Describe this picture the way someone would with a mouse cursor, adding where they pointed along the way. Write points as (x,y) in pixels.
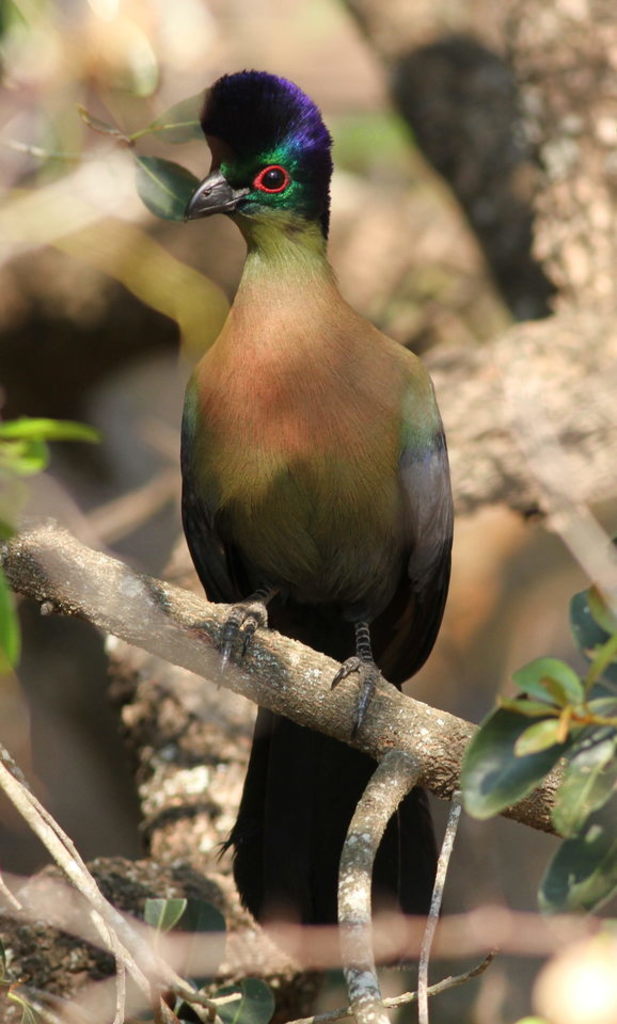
Here in this picture we can see a bird (238,511) present on the branch (287,657) of a tree (116,676) over there.
